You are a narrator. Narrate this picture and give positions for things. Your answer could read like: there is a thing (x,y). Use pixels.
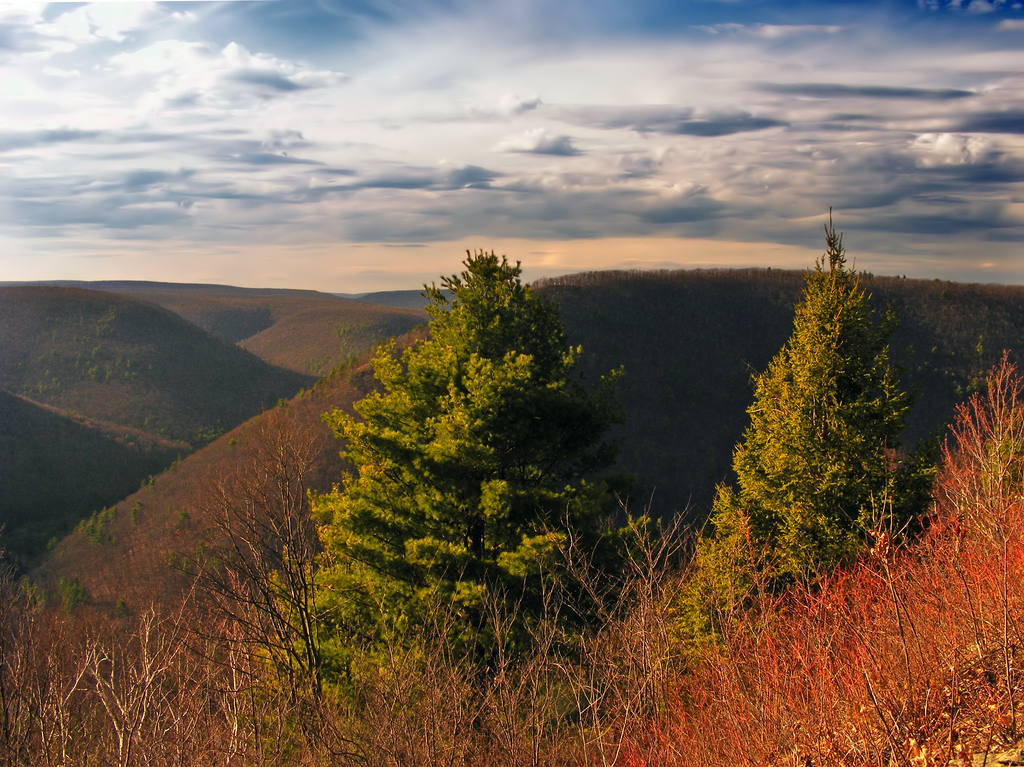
In this image we can able to see clouded sky (744,133), mountains (971,316), two trees (477,552), and at bottom of the image (882,658) we can see some plants (359,736).
